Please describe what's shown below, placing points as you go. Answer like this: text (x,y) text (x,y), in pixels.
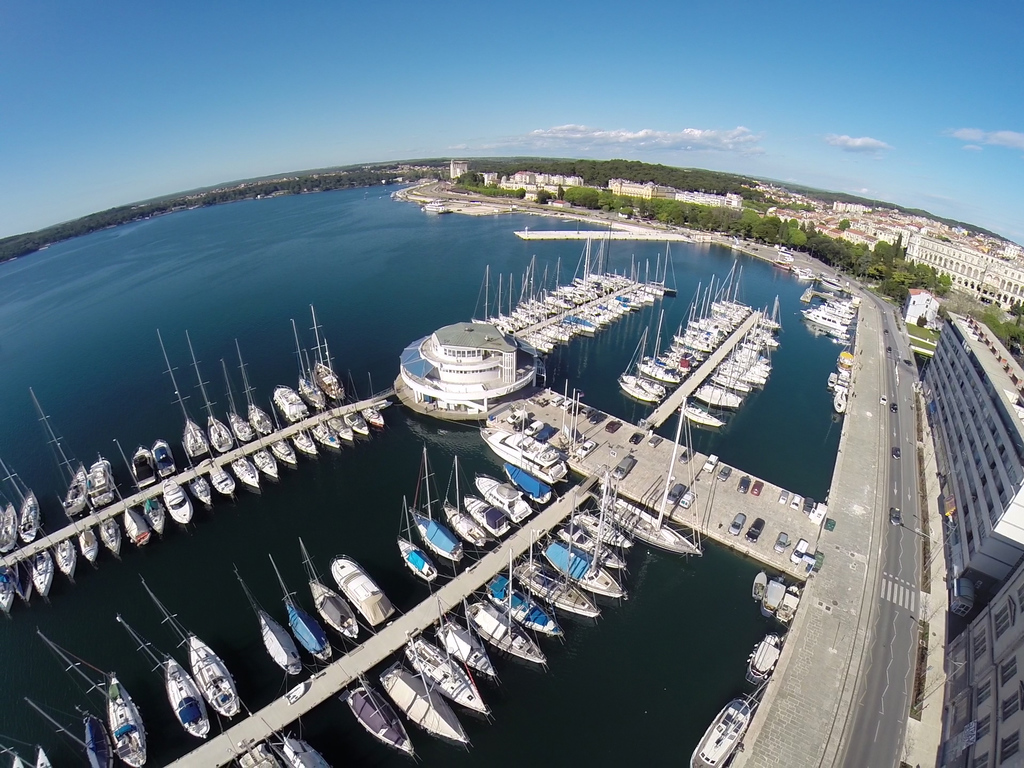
In this image I can see the lake (692,283), on the lake (334,651) I can see building (978,517) and road (873,688), at the top I can see the sky (265,121) and in the middle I can see trees (566,164) and the building (972,243).
